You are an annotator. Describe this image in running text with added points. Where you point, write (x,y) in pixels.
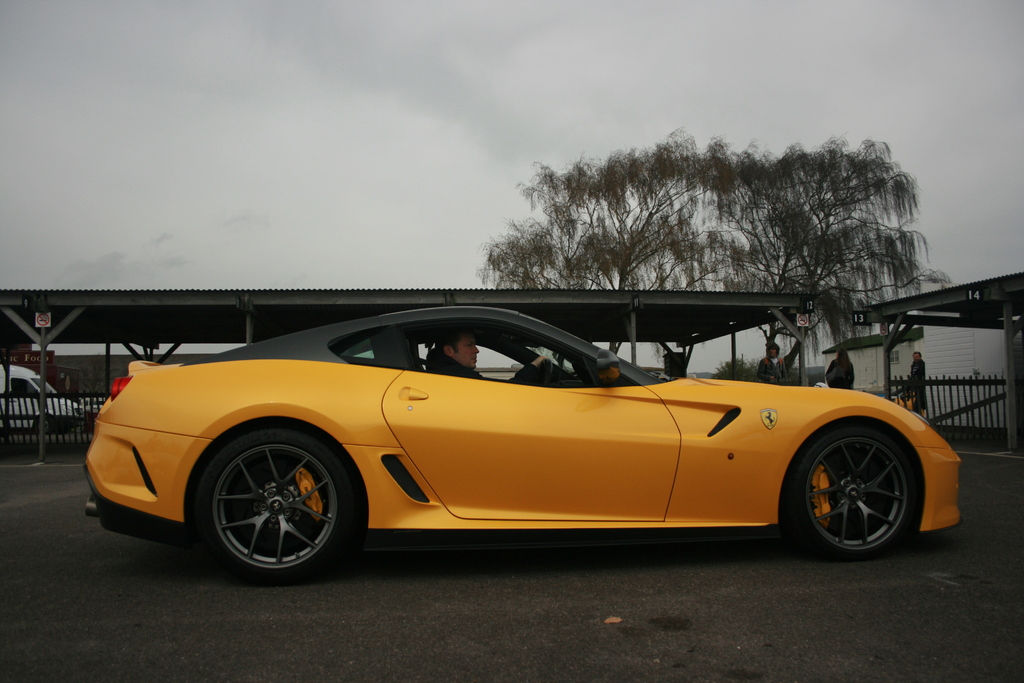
In the center of the image (459,384) there is a car (455,433) on the road (734,550) and there is a man (463,372) sitting in the car (493,407). In the background (73,341) there are sheds (71,330) and we can see people (777,348). There is a tree (636,229). At the top (401,92) there is sky (380,102).
